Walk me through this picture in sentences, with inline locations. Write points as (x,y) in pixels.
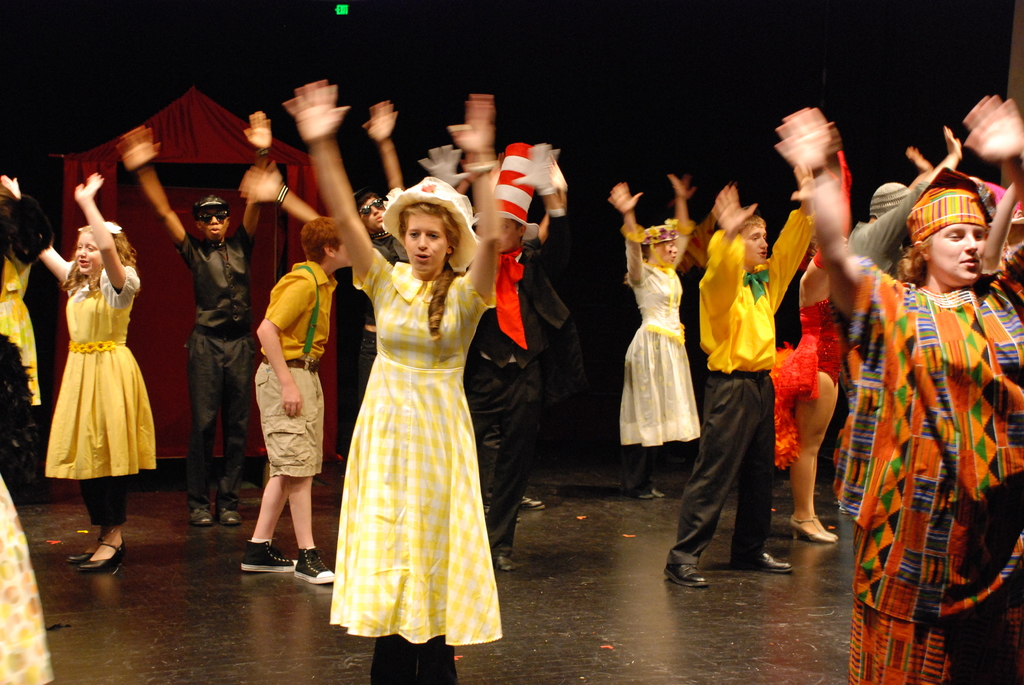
The picture is taken over a stage (179,580), on the stage (143,580) there are lot of people (886,327) dancing. They are wearing different costumes (467,329). In the background (214,147) there is a red color tent (204,127). In the background (643,47) it is dark.
